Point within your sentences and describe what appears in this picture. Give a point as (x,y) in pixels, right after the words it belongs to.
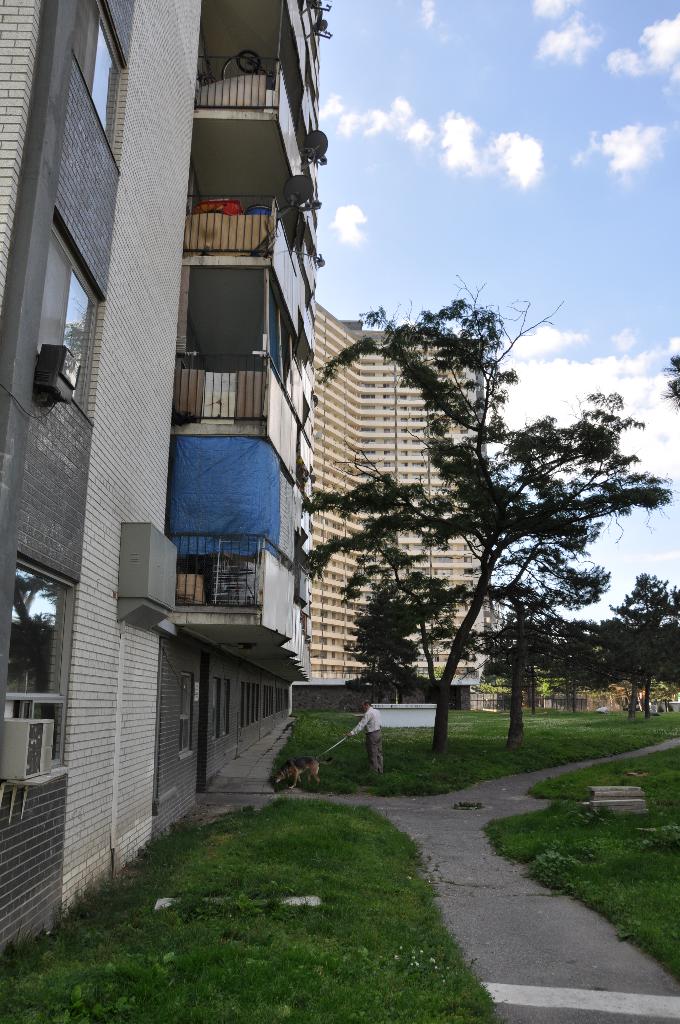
In this image we can see grassy land (441,779) and trees (536,674). Left side of the image (169,461) buildings (246,435) are present. The sky (527,287) is with some clouds (627,369).
